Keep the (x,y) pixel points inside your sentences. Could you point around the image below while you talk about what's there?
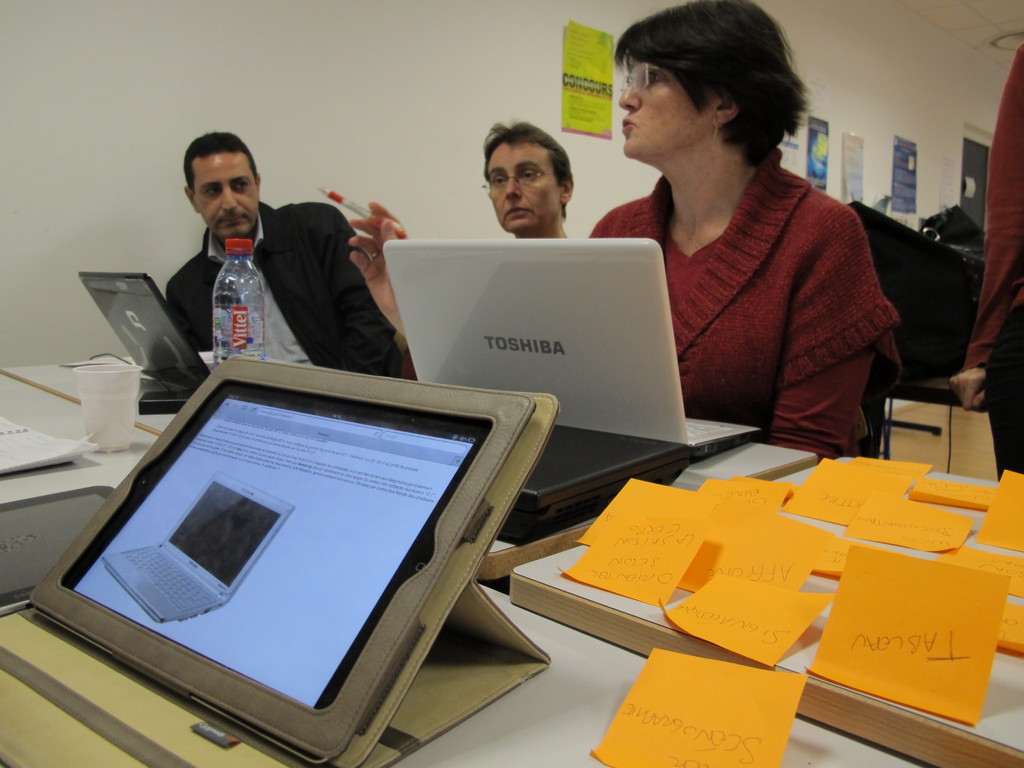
In this image there is a woman (648,235), man (512,144), another man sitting and in table (590,660) there are papers (722,634), wooden board (636,614), I pad (272,398), laptop (205,369), glass (100,409), bottle (248,343) and in back ground (992,335) there is a person (1006,335) standing, papers (599,87) stick to wall (254,87).
